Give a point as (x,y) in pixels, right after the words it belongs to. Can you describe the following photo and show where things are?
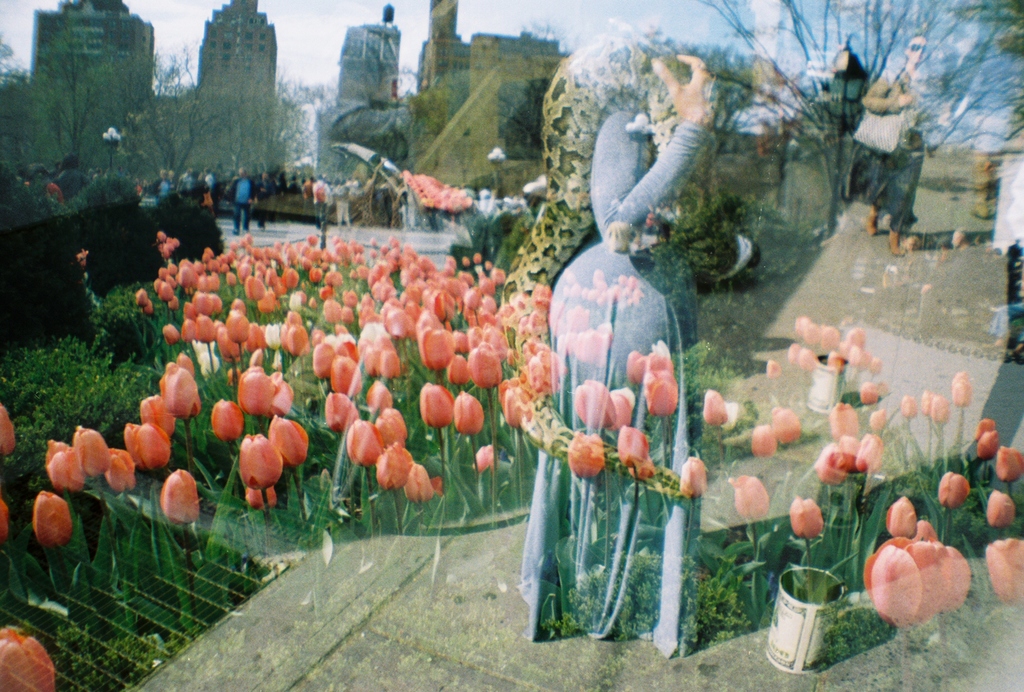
In this image we can see women (561,540) standing on the road (475,609), buildings (347,96), trees (210,113), persons (165,177), street poles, street lights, plants (96,360), flowers (54,508), bins (814,629) and sky (827,18).
